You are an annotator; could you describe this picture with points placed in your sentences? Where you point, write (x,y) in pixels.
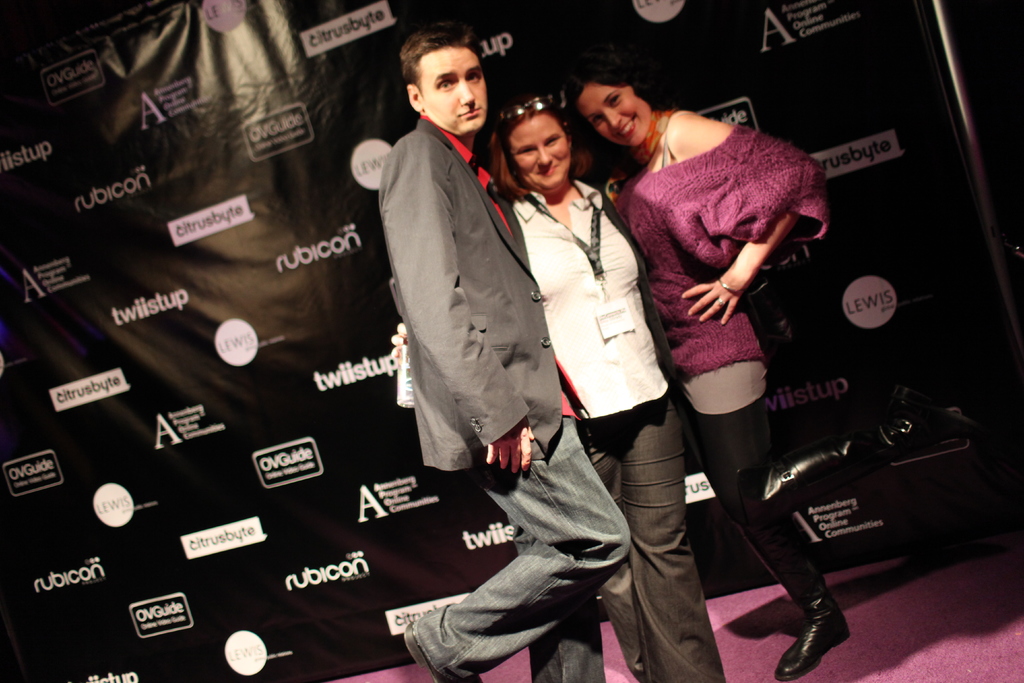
In the picture we can see a man (432,107) and two women (905,442) are standing together and man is in blazer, tie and shirt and women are smiling and behind them we can see a banner (208,379) with an advertisement (105,286) of the brand names (70,285).
